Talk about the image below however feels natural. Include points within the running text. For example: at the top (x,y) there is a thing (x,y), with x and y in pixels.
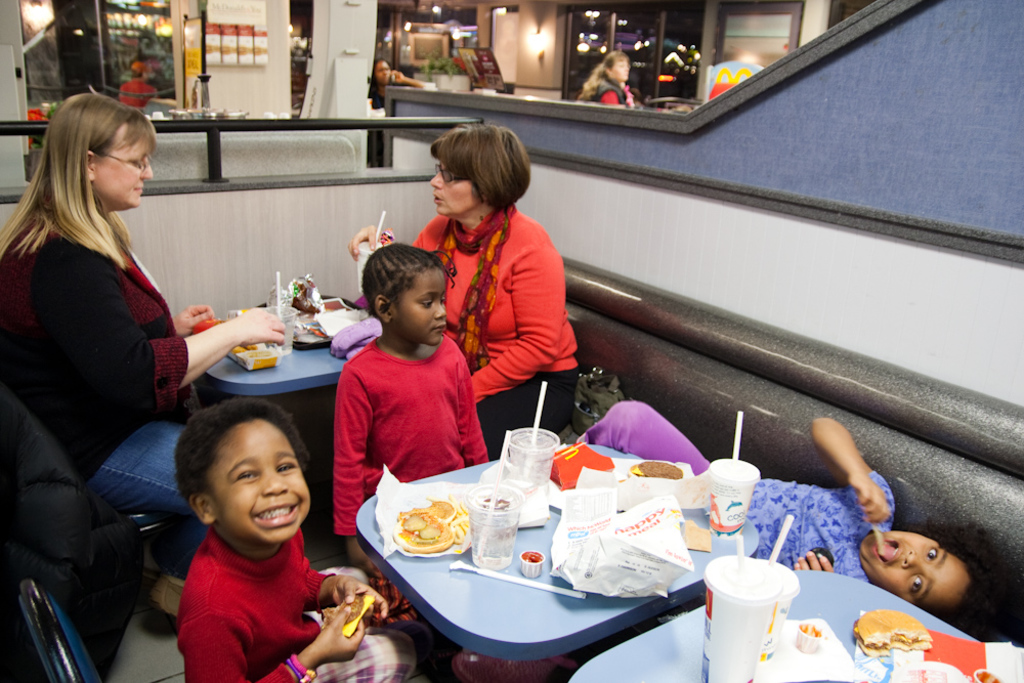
In this picture we can see some persons (414,309) sitting on the chairs (37,627). This is table (517,640). On the table (492,607) there are glasses (733,682), and food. On the background (547,45) we can see a woman (605,88) and this is light (534,45).
